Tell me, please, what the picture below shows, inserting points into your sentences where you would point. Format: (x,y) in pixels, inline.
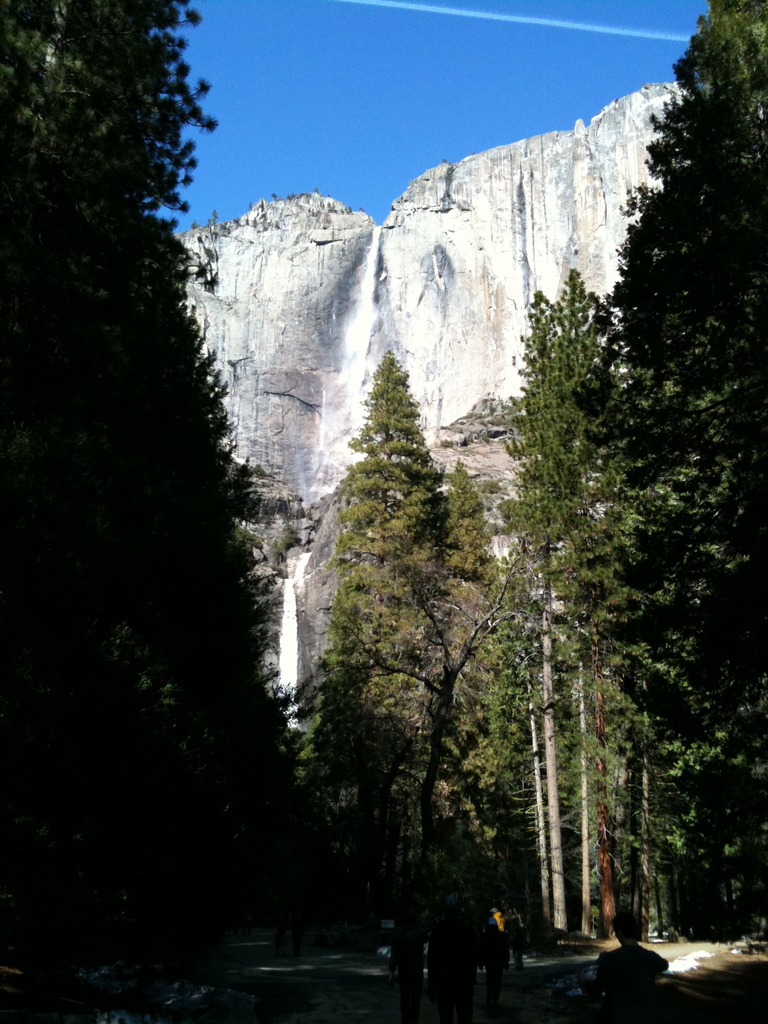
In the picture I can see the trees (450,795). I can see a few people (398,962) walking on the road (347,997) and they are at the bottom of the picture (642,964). In the background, I can see the waterfall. There is a blue sky (397,102).
